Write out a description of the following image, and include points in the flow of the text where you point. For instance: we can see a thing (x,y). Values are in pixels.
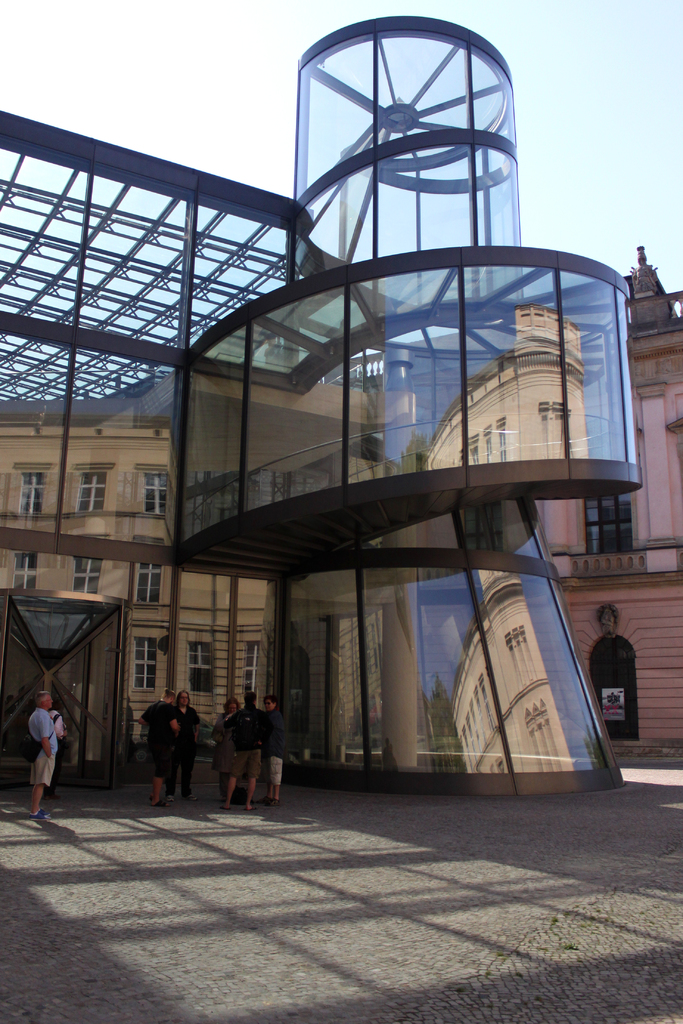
In this image, we can see buildings (603,531) and there is a monument (360,403) and there is a poster (610,698). At the bottom (167,740), we can see people (218,753) on the road (254,926). At the top (176,93), there is sky (167,62).
